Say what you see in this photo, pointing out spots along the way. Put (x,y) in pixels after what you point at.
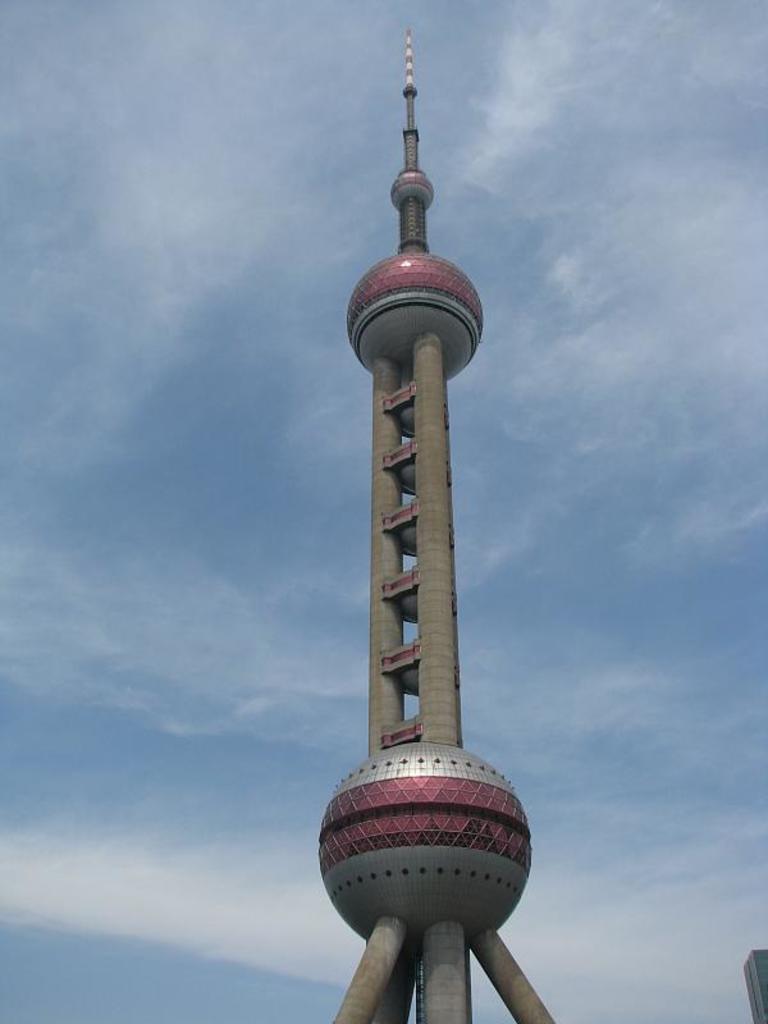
In this image we can see a tower (509,879) and sky (210,354) with clouds (515,128) in the background (534,145).
